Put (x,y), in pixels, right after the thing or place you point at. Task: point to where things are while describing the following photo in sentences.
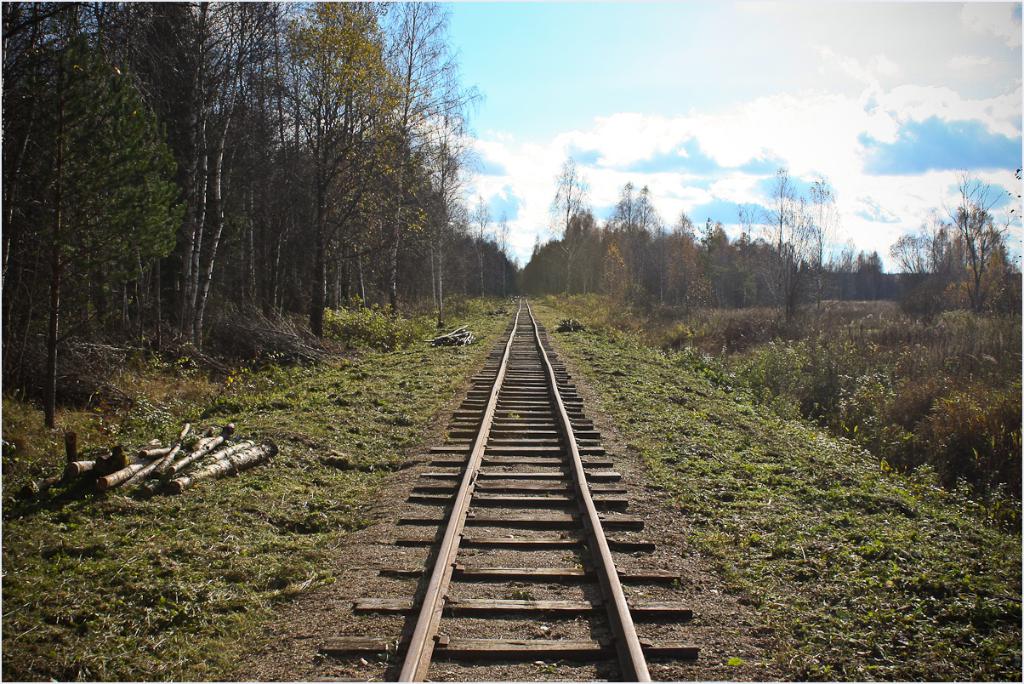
In the center of the image (516,442) there is a railway track (506,577). On the left (210,464) there are logs (175,464). In the background (171,309) there are trees (591,281) and sky (701,224).
